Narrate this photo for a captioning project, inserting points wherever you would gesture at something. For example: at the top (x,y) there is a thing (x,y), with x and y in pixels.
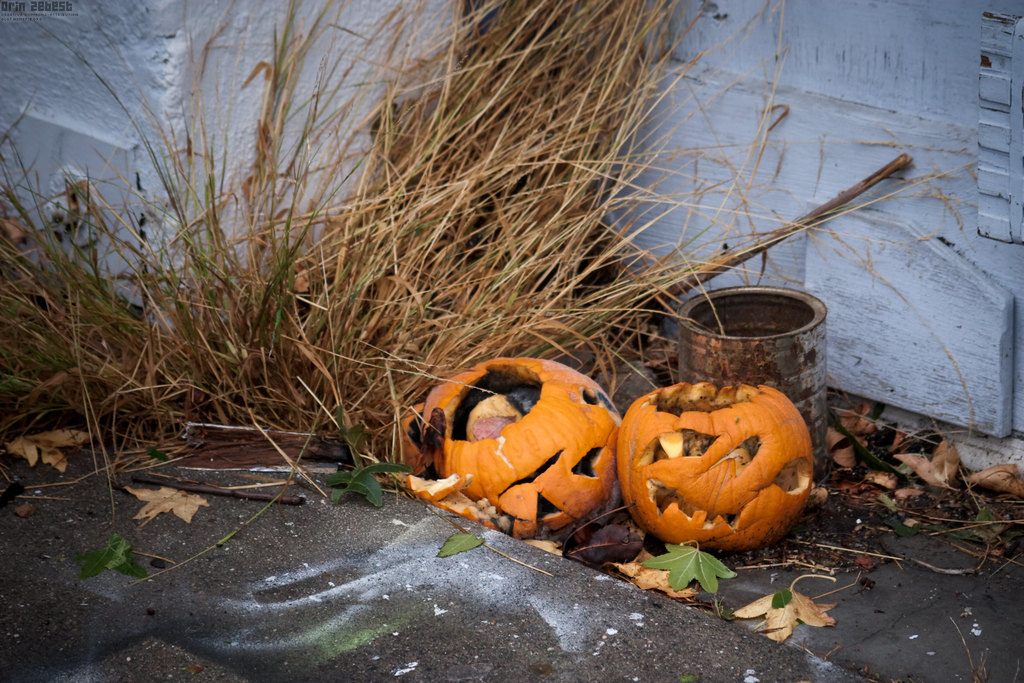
In this picture we can see two pumpkins (608,465) and a tin (801,359) in the middle (631,444), at the bottom (686,558) there are some leaves (702,558), in the background (696,102) there is a wall (689,86) and grass (428,174).
